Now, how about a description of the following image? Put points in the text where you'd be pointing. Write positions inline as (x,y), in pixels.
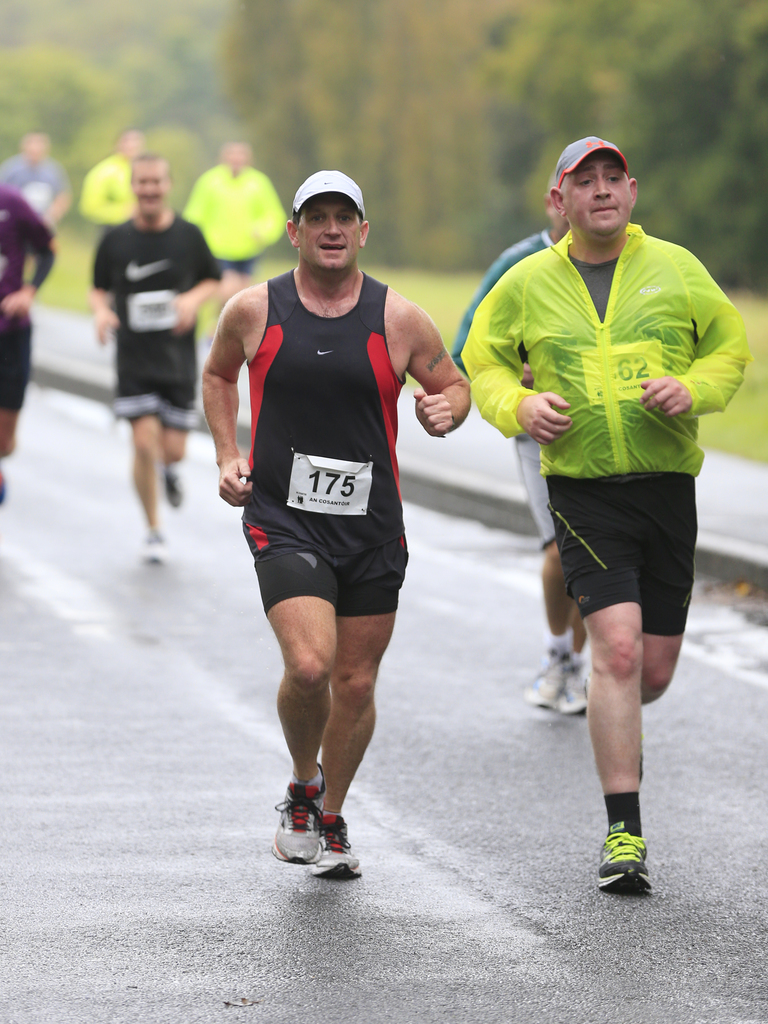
In this picture we can see some people (486,384) are running, two persons (334,394) in the front (557,423) are wearing caps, in the background (487,187) there are some trees (461,122) and grass (759,315).
